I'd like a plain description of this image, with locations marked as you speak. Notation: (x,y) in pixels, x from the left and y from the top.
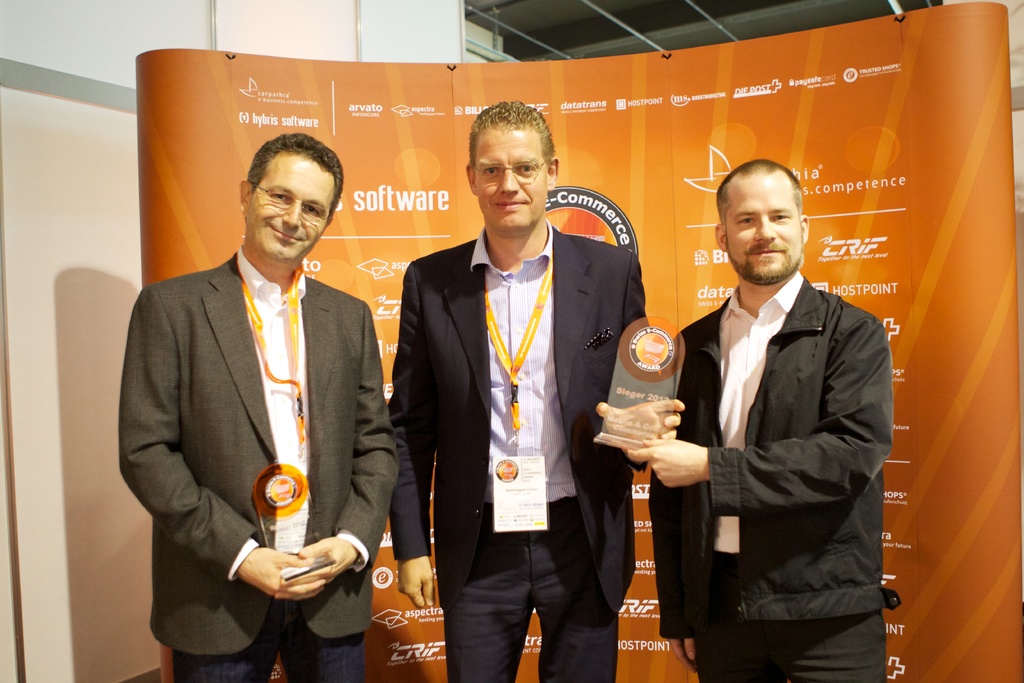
Here we can see three men (458,439) who are standing and they are holding trophy (259,484) with their hands (697,475). In the background (990,598) there is a banner (547,77) and this is wall (151,0).
